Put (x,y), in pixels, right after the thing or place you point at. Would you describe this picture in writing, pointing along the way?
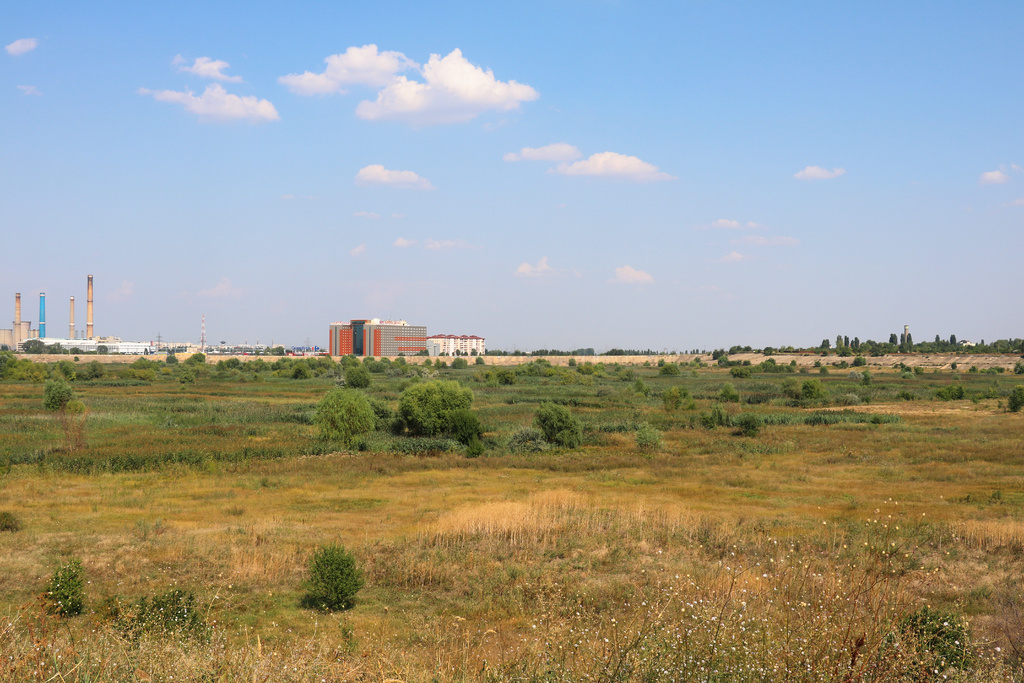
In this image I can see some grass (618,588) on the ground (568,592), few plants (386,441) which are green in color and few buildings (406,355). In the background (355,224) I can see the sky (389,180).
